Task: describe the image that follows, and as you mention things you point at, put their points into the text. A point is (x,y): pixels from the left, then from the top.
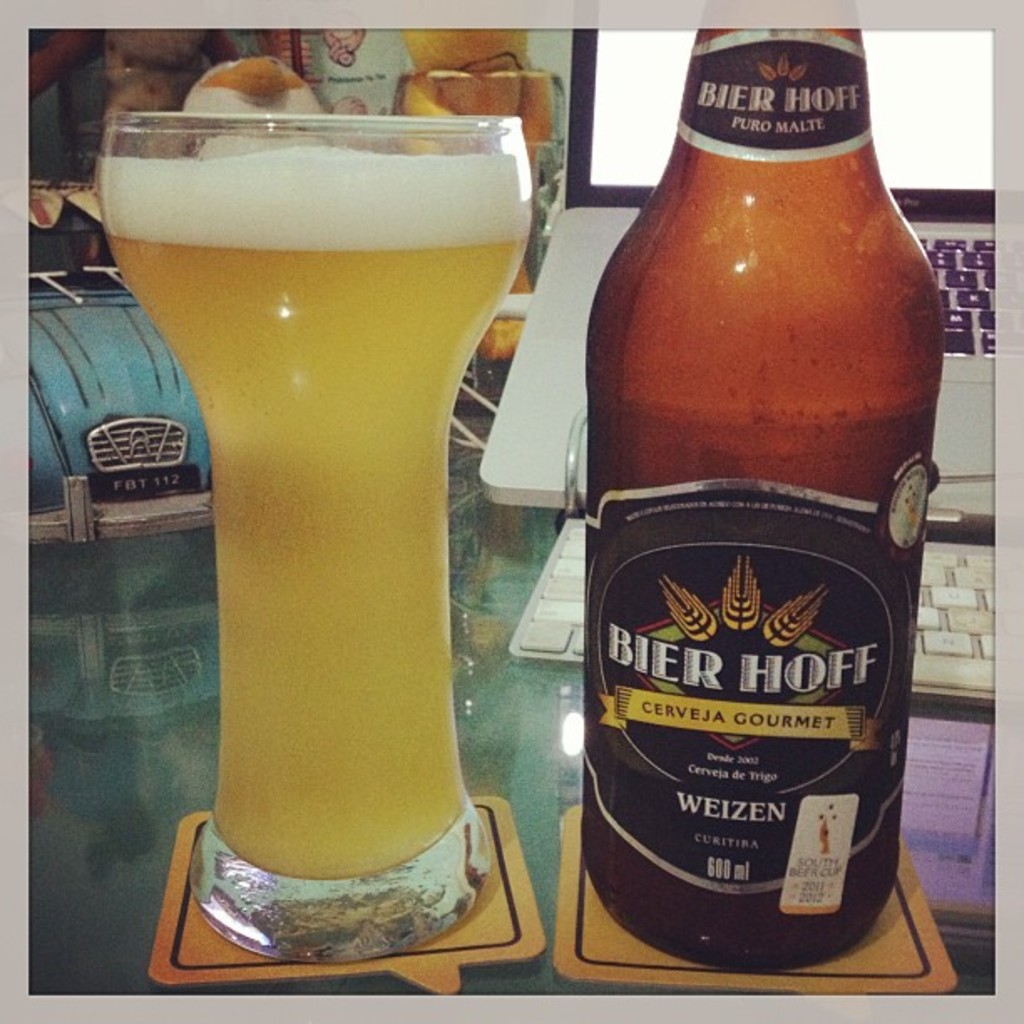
There is a glass (405,532) and beer bottle (629,482) and laptop (547,451) on the table (130,966).
